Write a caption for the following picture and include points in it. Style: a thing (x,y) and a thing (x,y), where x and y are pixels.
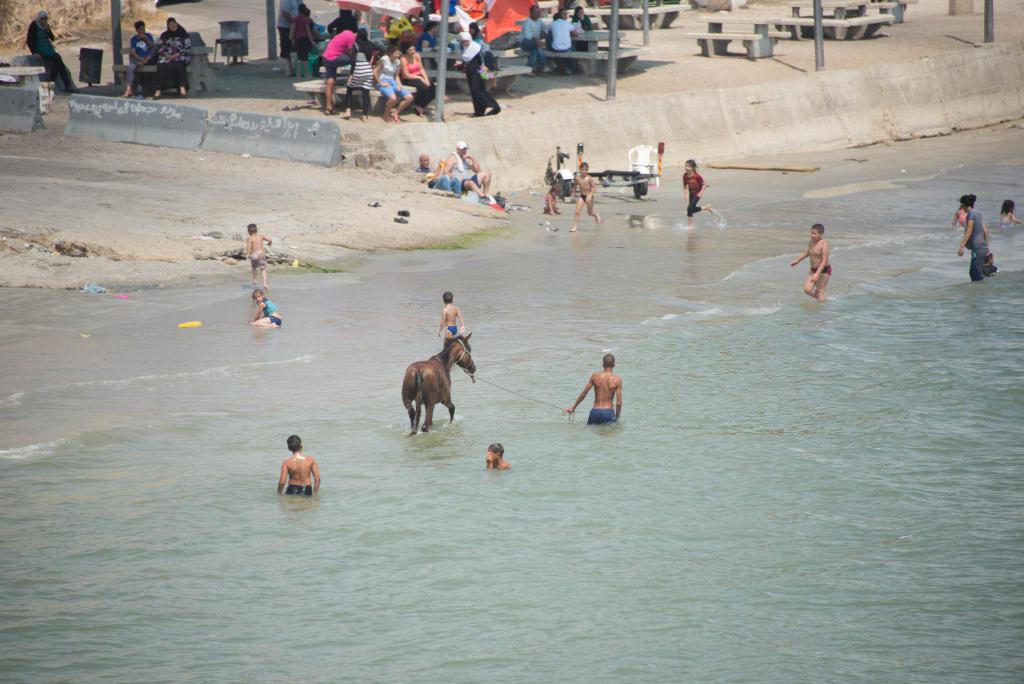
In this picture we can see there are groups of people (442,308) and some objects (203,44). Some people (173,70) are sitting on the benches (198,83) and some people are in the water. There is a horse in the water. In the top left corner of the image (129,108), there are concrete barriers (185,136).
